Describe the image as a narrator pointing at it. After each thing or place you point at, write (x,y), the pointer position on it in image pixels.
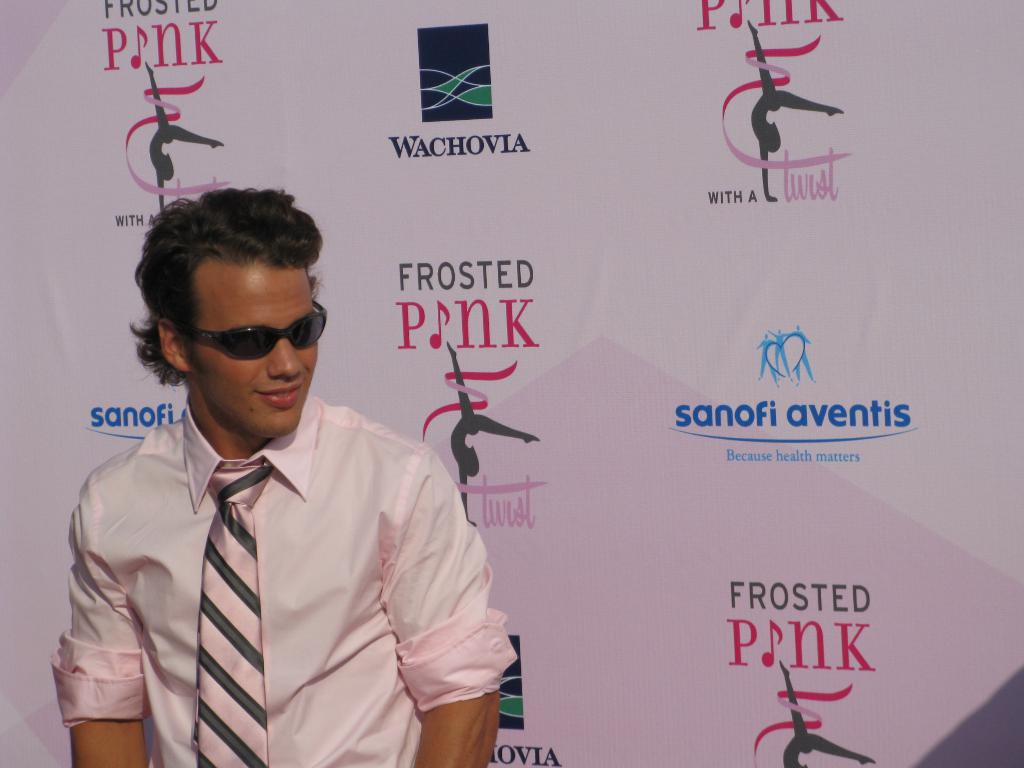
In this picture we can see a person (127,487) wearing goggles (246,341), shirt (174,692) and a tie (225,706) is visible on the left side (247,662). We can see some text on a white surface (539,84).
